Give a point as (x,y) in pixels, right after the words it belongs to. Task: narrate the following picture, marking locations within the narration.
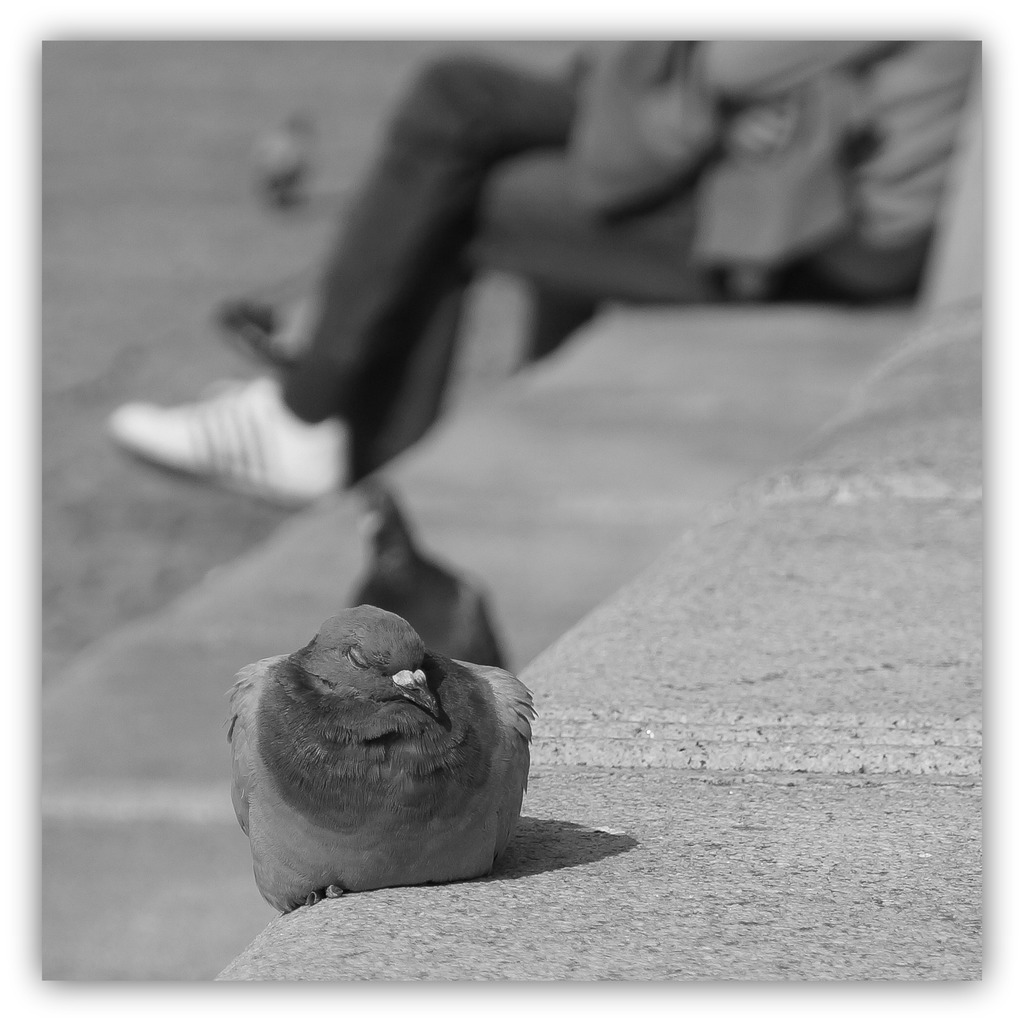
This is a black and white image. In this image we can see a bird (509,683) and a person (272,420) on the stairs (608,748). On the backside (467,636) we can see some birds (446,620) on the ground (185,492).
